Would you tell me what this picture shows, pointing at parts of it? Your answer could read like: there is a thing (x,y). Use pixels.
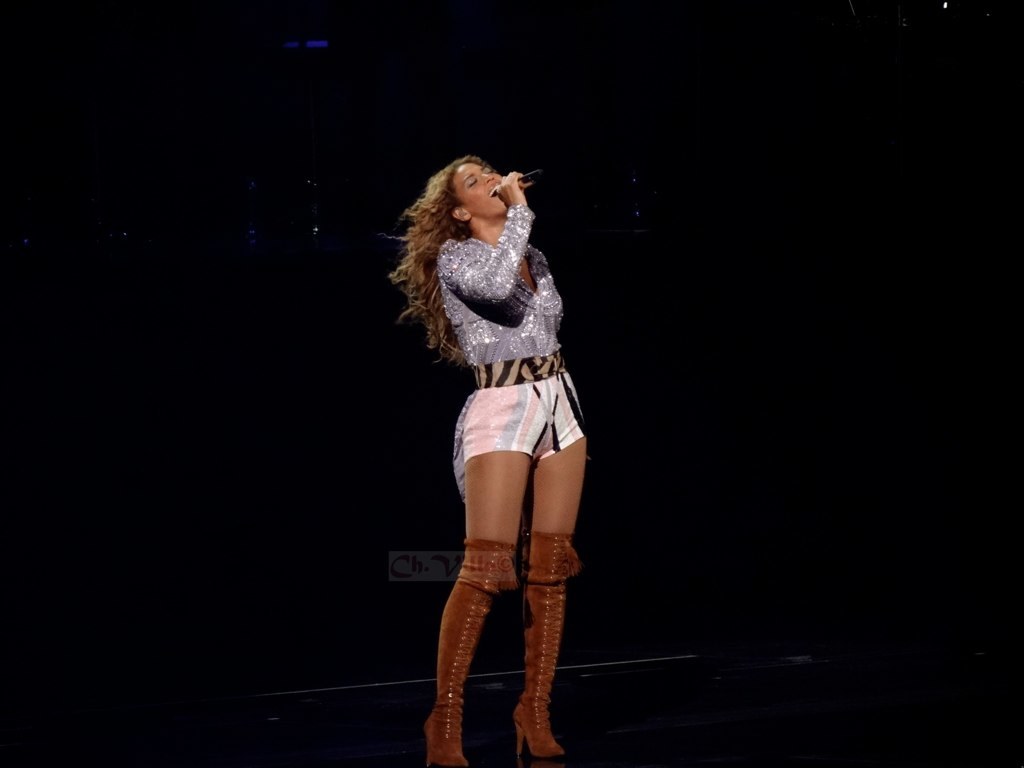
In this image there is a woman (569,413) standing. She is holding a microphone (536,174) in her hand (515,186). It seems like she's singing. The background (209,167) is dark.
